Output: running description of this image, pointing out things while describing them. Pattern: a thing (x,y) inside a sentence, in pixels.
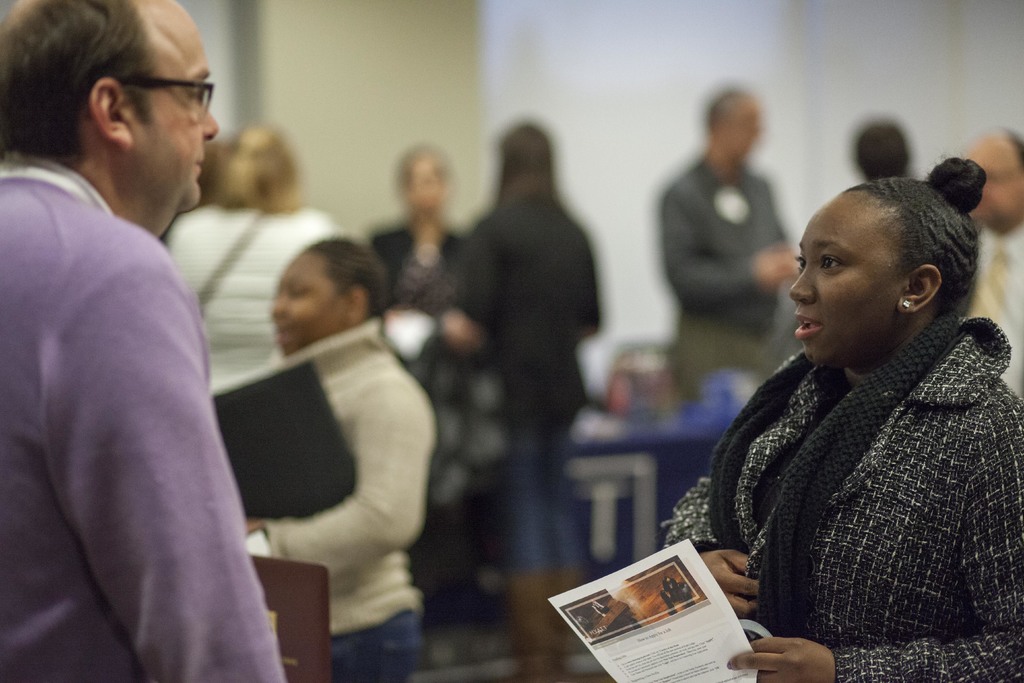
In the image there are many people (488,290) gathered in an area (615,380) and in the front (821,540) a woman (865,579) and a man (2,553) are standing and talking to each other, the woman (731,509) is wearing black dress (826,576) and she is holding a paper (674,604) in her hand (720,554) and except the two people (842,519) the remaining people (572,249) pictures are blurred.
